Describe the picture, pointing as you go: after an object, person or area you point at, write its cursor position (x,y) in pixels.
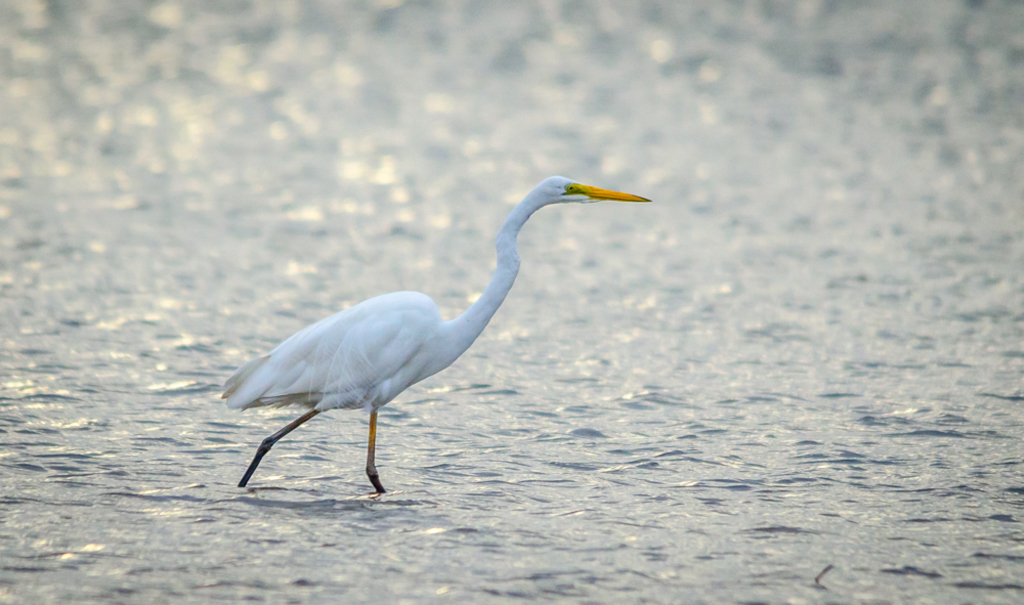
In this image, we can see a crane (405,368) in the water (310,494). In the background (864,226), image is blurred.
